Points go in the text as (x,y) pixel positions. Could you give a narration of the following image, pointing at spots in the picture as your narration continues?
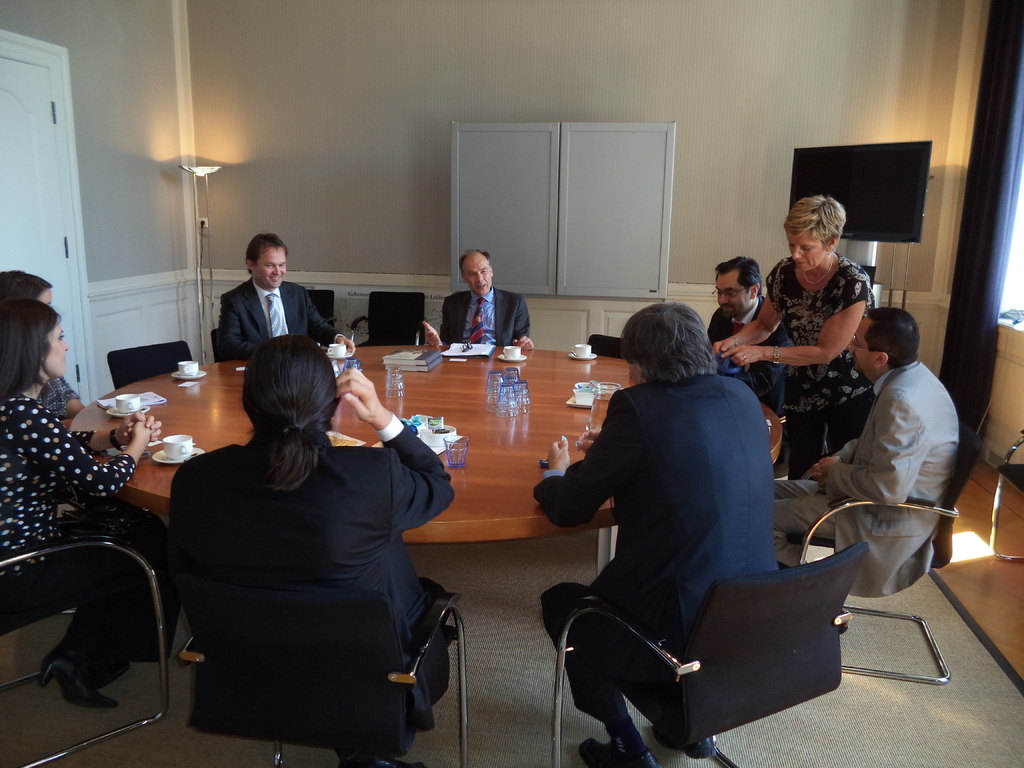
The photo is taken inside a meeting hall (262,603). There is a round table (202,395) in the middle of the room (467,349). On the table (444,387) there is books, glasses (492,394), bottle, cup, plate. Surrounding the table (201,408) there are few chairs (651,646). On the chairs (717,596) people (866,428) are sitting. In the back (508,318) in the middle (491,283) one person (478,298) is talking. On the right top corner (974,199) there is a blue curtain (978,271). Beside it there is a screen (852,157). In the background (722,65) there is a wall (736,152), there is one cupboard (535,206). In the top left corner (36,159) there is a light (199,176) and a door (44,148) beside it. On the floor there is a carpet (890,736).
